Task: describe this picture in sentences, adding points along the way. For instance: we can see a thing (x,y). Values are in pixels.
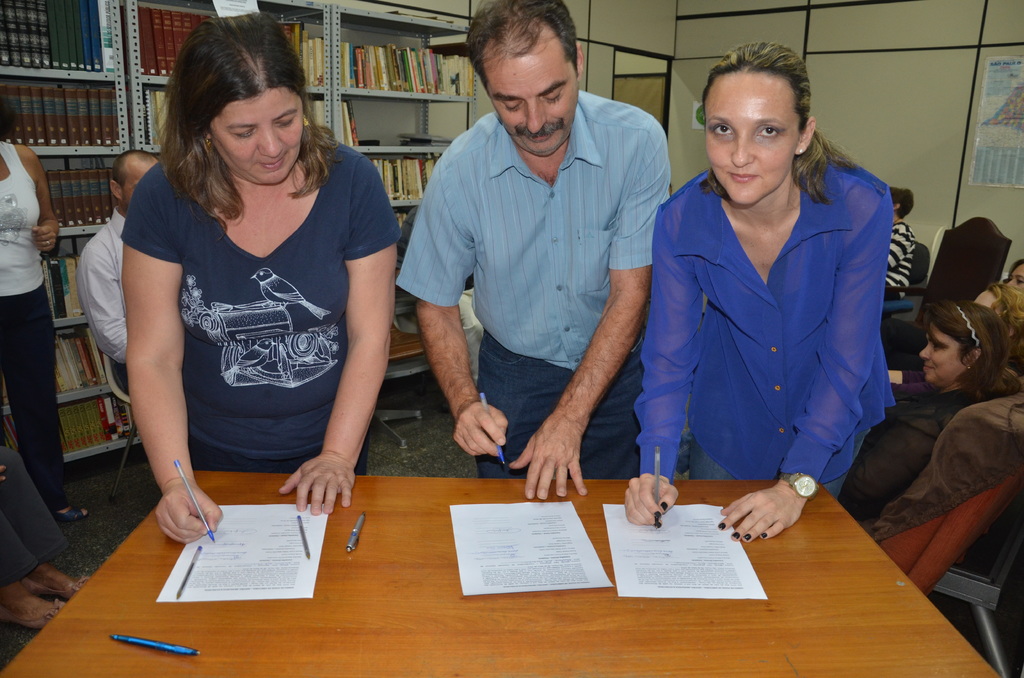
In this picture there are two people (770,321) standing and writing and there is a man (507,325) standing and holding the pen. There are papers (516,514) and pens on the table (834,664). At the back (976,291) there are group of people (1022,312) sitting on the chairs (961,280) and there is a person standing and there are books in the shelf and there is a poster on the wall (594,72). At the bottom (12,650) there is a floor (431,465).
